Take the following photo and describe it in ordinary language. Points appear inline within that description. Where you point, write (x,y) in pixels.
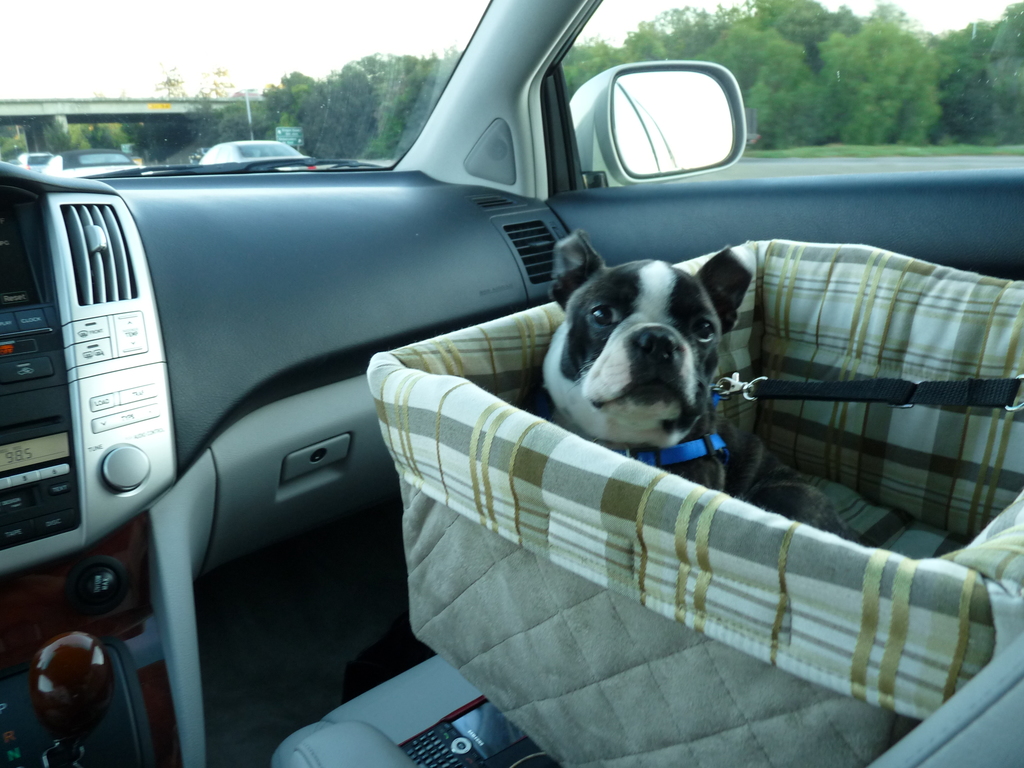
In this image i can see a dog (681,407) in the basket (630,616) which is in the car (268,550). In the background (293,103) i can see a bridge (165,118), few vehicles (208,153), few trees (364,81) and the sky (235,51).
